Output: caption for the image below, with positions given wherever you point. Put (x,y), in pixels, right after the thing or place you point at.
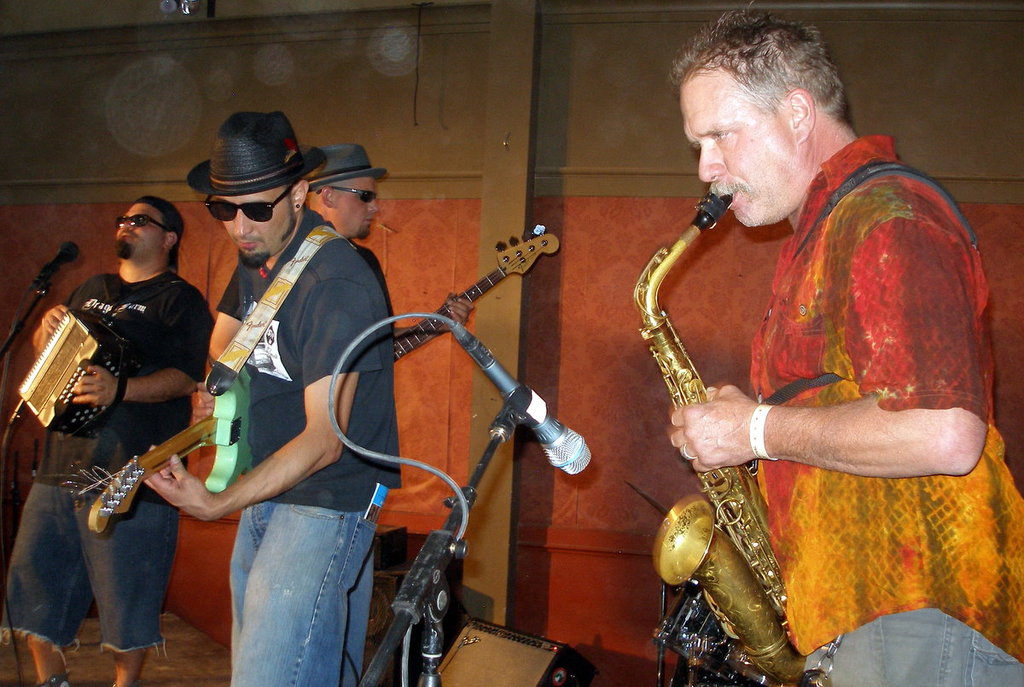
In this picture there are group of people (821,260) who are standing and playing different musical instruments (45,347). Their instruments (148,466) include accordion (76,410), guitar (170,453), saxophone (715,471). There is a mic (546,441).
